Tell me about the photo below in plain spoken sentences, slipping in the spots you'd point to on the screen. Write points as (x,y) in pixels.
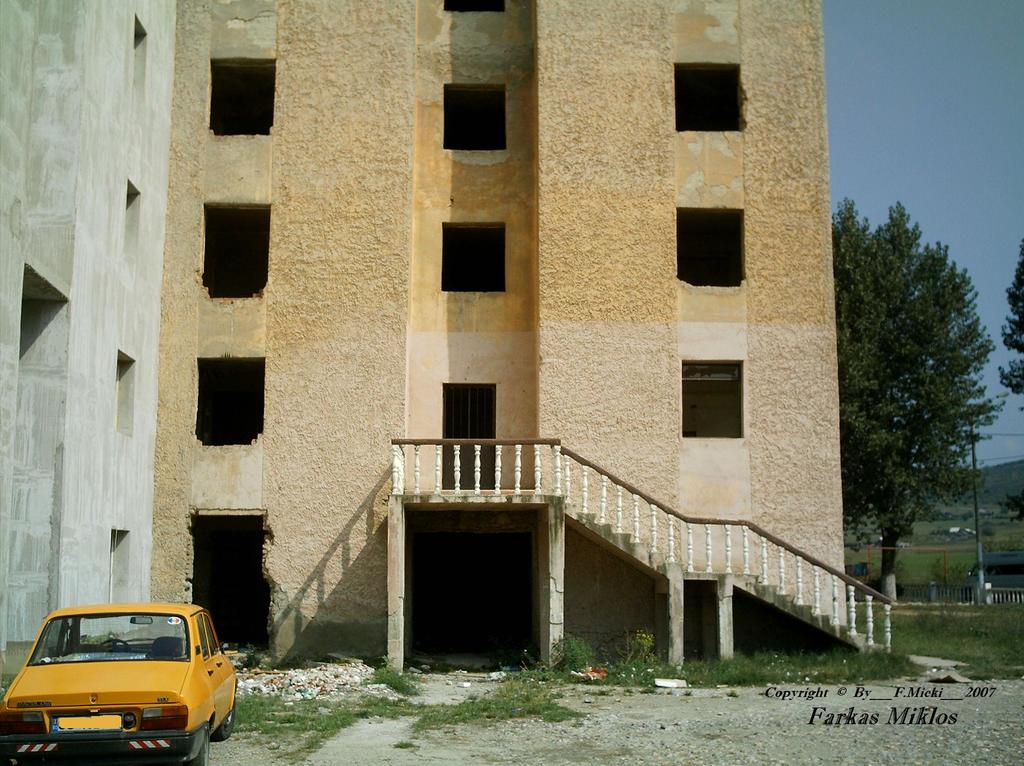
In this image we can see there is a building (543,186). At the bottom (602,527) there is a staircase (604,480) to enter into the building (415,396). On the left side (88,664) bottom there is yellow color car (132,698) on the ground (716,751). On the right side (943,463) there are trees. At the top (952,143) there is the sky (952,169). On the ground (639,739) there are stones (655,738).
